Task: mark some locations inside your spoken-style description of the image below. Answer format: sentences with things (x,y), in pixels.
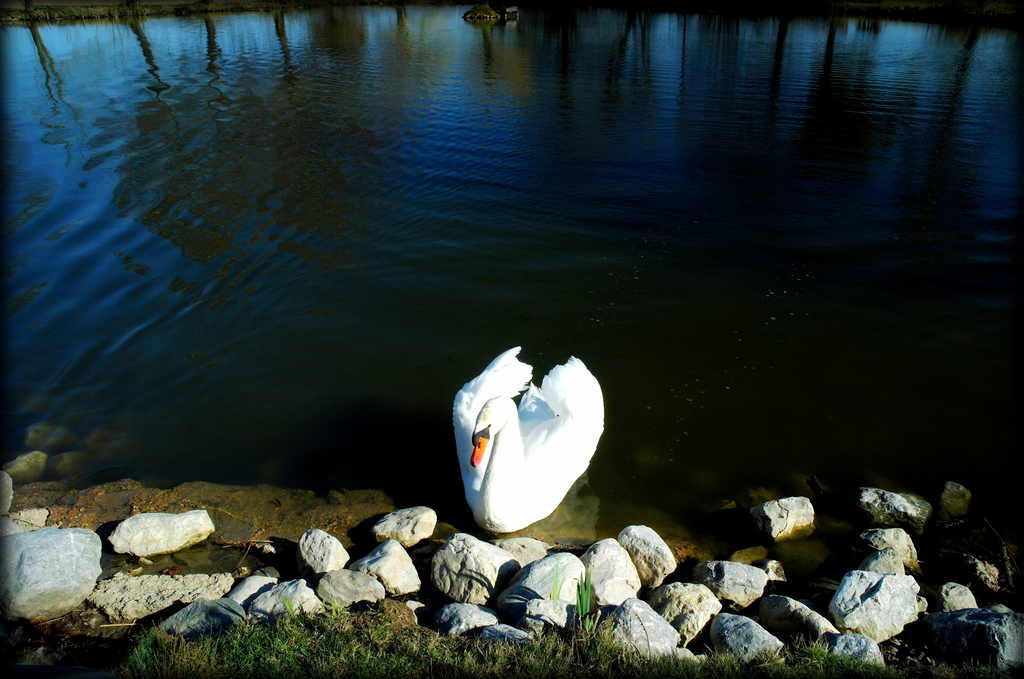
In this image I can see a bird (506,531) in the water (663,512), stones (343,590), grass (381,647), trees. This image is taken may be during day.
